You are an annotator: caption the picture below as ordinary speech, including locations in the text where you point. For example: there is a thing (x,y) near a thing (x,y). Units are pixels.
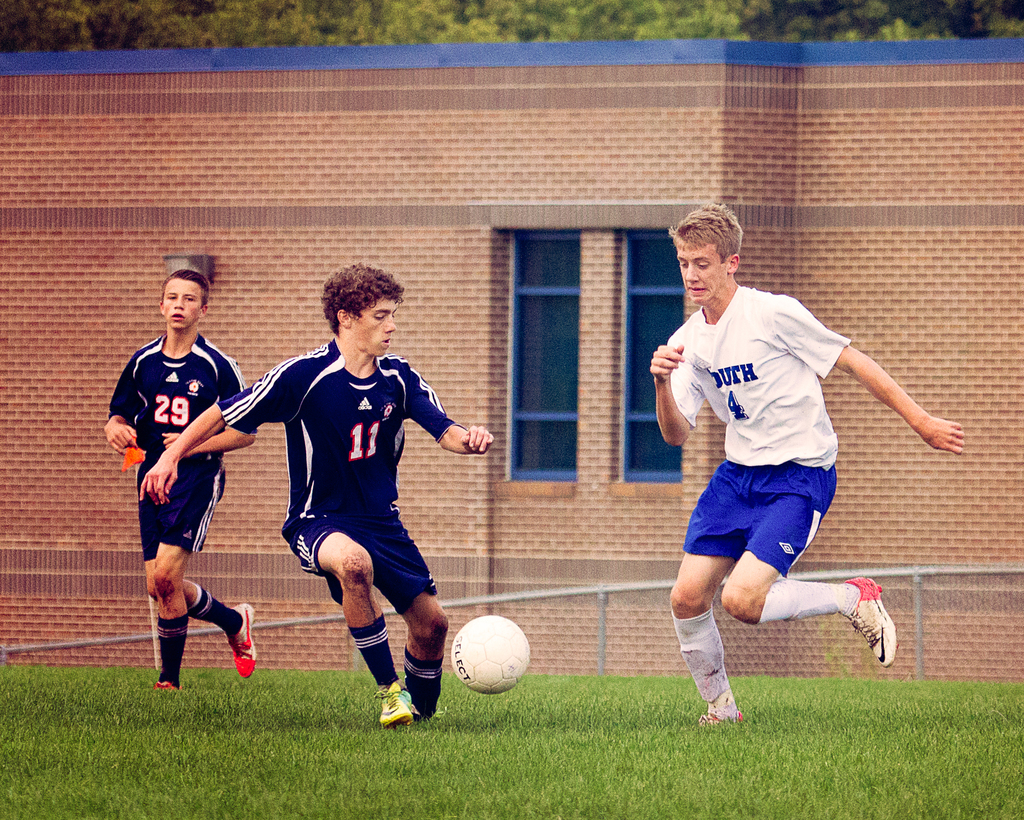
In this image there are people (724,604) playing football. At the bottom of the image (666,745) there is grass (737,743) on the surface (727,751). In the background of the image (582,586) there is a metal fence (594,592). there is a building (500,171). There are trees (534,26).
